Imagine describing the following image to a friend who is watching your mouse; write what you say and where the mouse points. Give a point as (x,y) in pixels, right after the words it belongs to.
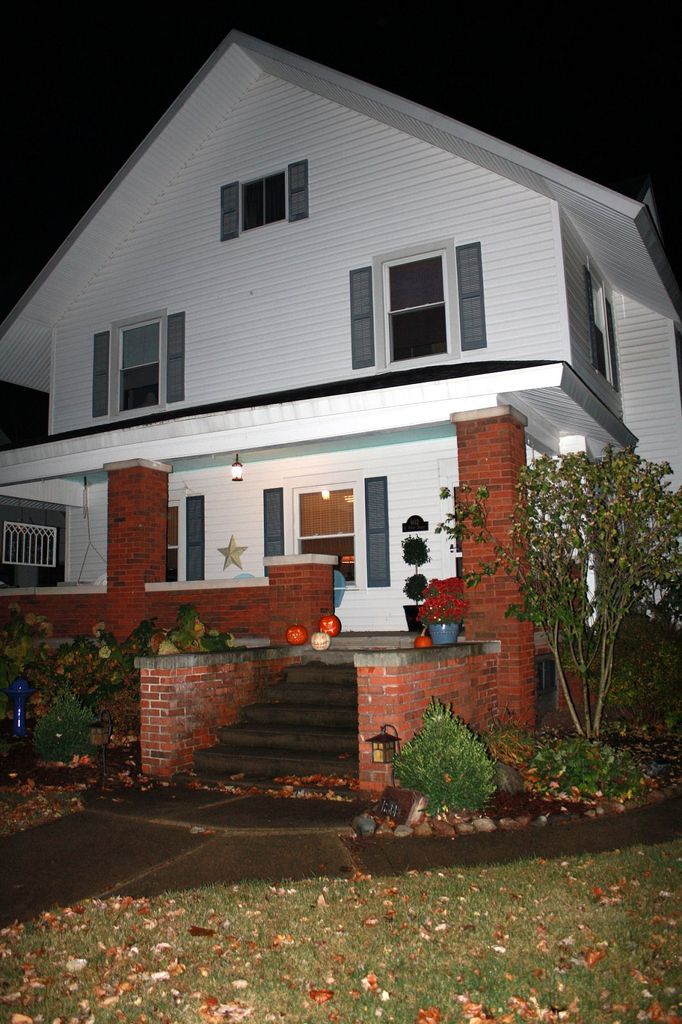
In the image we can see it is a building (340,487). It has many windows (278,187). On the front (352,916) there is grass (282,934) and stairs (324,729) and small pumpkins (331,626). On the right side (608,618) there is a plant (600,603).
